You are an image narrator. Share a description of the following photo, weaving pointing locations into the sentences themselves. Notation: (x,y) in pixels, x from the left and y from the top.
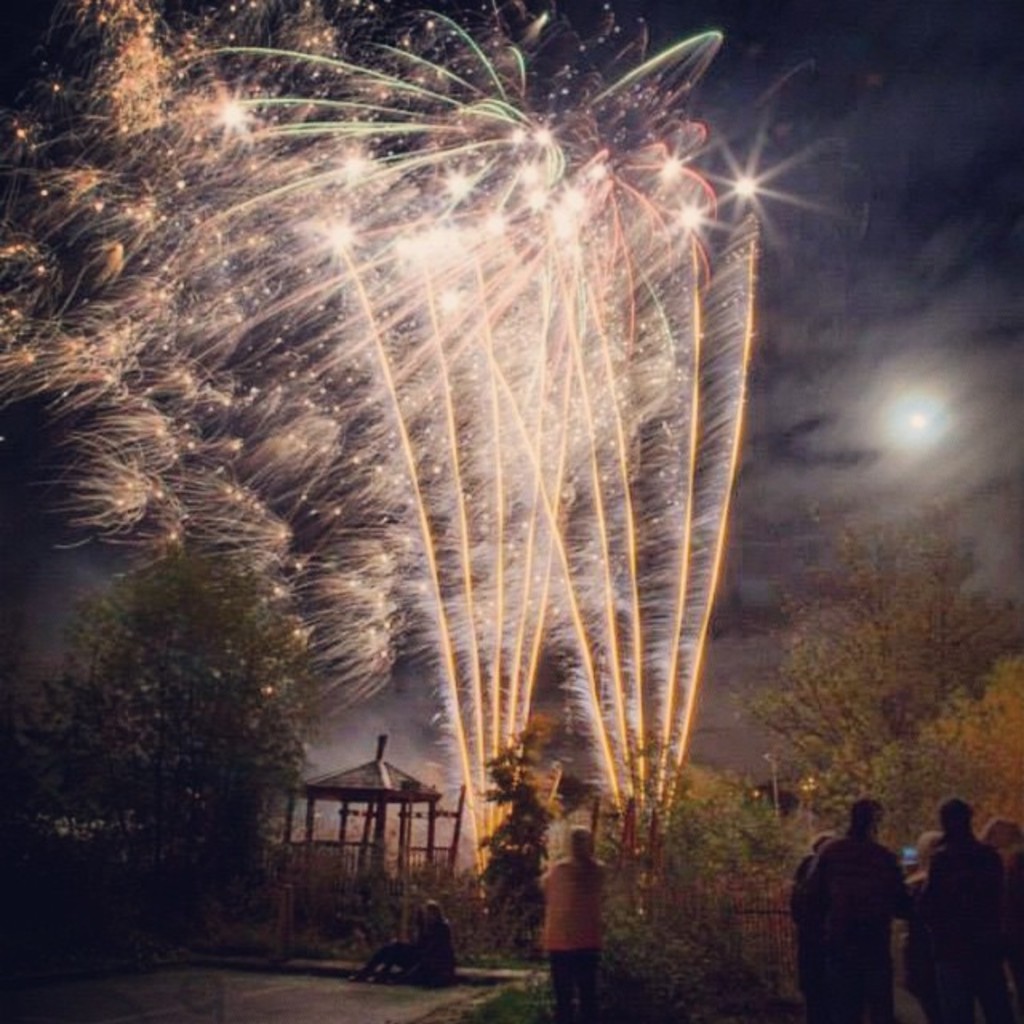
In this picture I can see few people (548,893) in front (924,901) and I see few trees (255,695) and plants (693,845). In the background (341,398) I can see the sky (819,416) and I see the fireworks (432,316).
